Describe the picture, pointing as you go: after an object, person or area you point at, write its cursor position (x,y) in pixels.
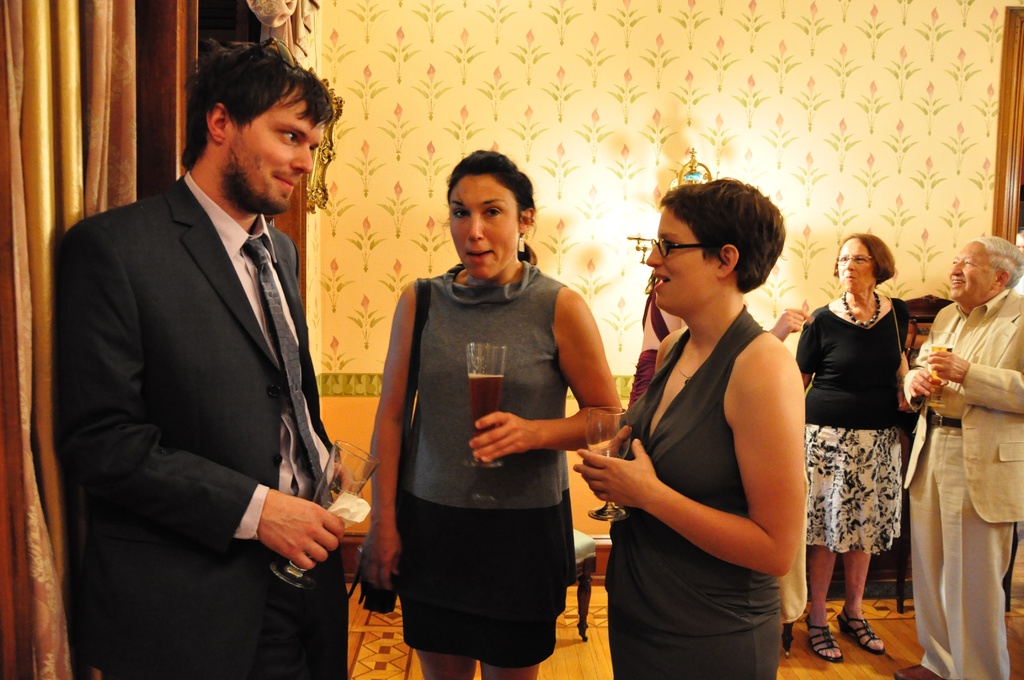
In the given image on the left hand side (268,258) i can see a people (215,441) holding a glass (502,365) and in the right side (899,321) i can see a people (872,285) standing and talking and in the background (626,76) i can see the wall (720,83).
